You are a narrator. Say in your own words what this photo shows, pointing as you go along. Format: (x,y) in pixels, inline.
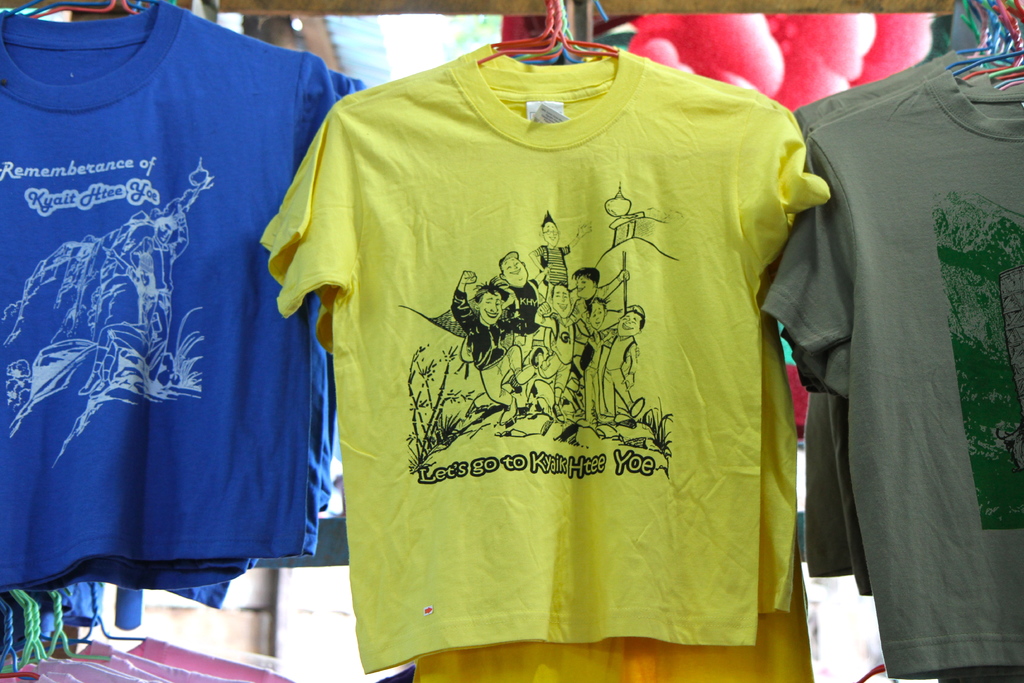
In this image there are t-shirt (509,221) and hangers (592,45). In the background of the image (684,59) there are objects (781,32).
